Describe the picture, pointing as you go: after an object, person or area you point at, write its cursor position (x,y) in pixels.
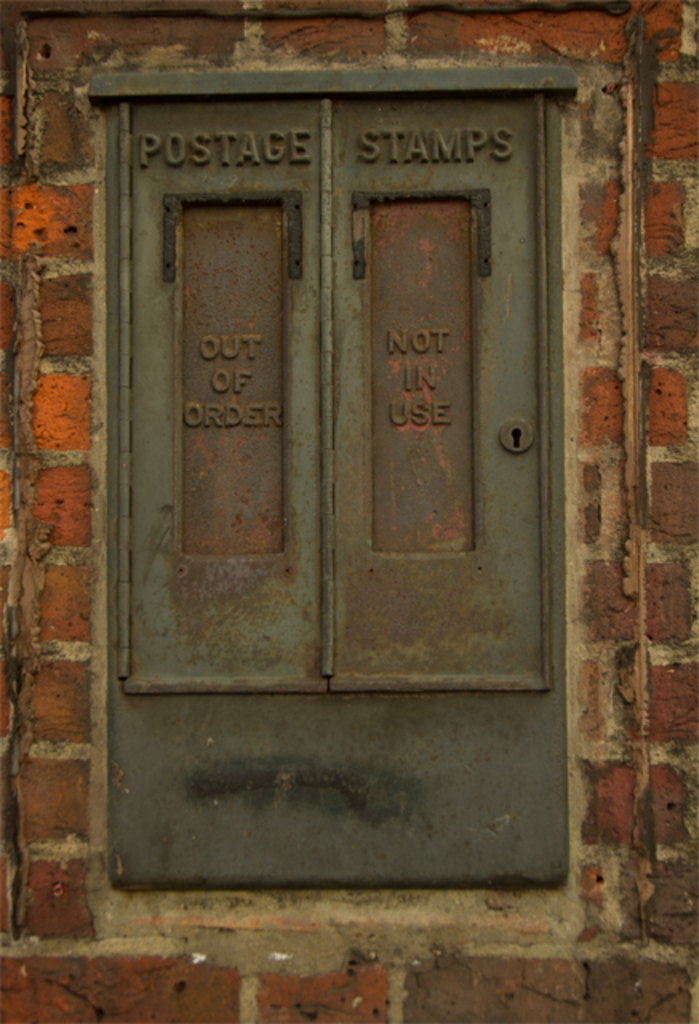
In this image we can see a stamp machine (154,159) on a wall (625,775) with some text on it.
